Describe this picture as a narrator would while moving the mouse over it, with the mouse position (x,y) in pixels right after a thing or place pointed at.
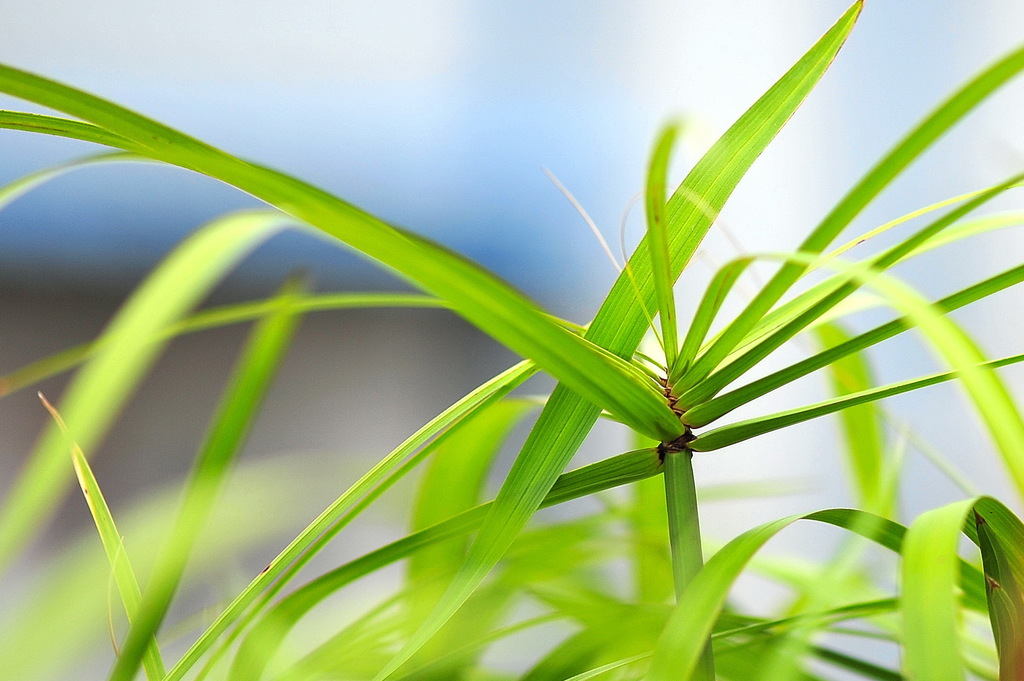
In the center of the image (587,373) a plant (562,430) is there. In the background (430,191) the image is blur.
